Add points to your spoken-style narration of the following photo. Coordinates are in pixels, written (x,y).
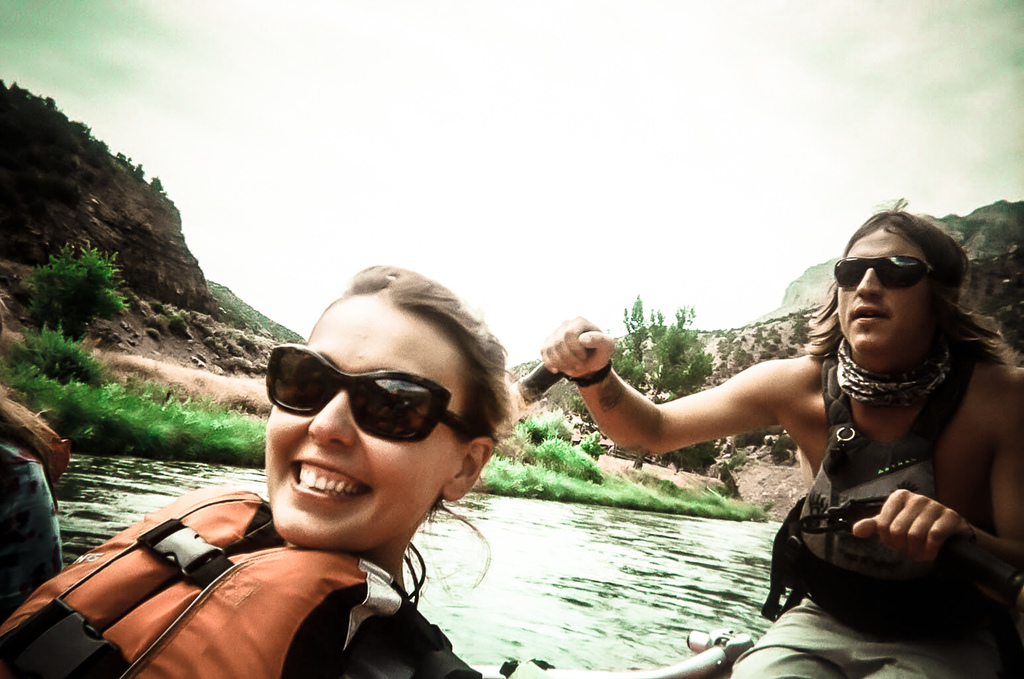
Here we can see two persons (887,666) and she is smiling. This is water (600,592). There are plants (546,442) and this is grass (119,409). In the background (799,316) we can see a mountain (807,295) and this is sky (530,159).
